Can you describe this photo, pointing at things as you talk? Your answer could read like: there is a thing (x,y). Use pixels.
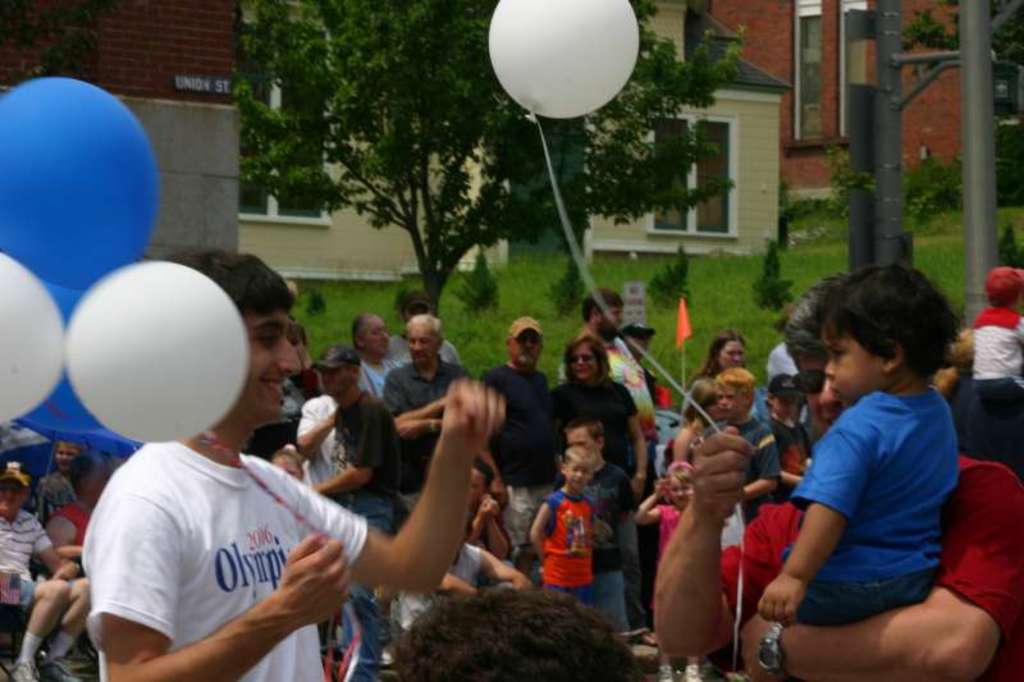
In this image there are a few people (501,450) standing, one of them is holding a child (933,445) and few (219,480) are holding balloons (190,430) in their hands (703,460). In the background (541,220) there are buildings (787,167), trees (420,183), plants (485,283) and grass (812,221).
